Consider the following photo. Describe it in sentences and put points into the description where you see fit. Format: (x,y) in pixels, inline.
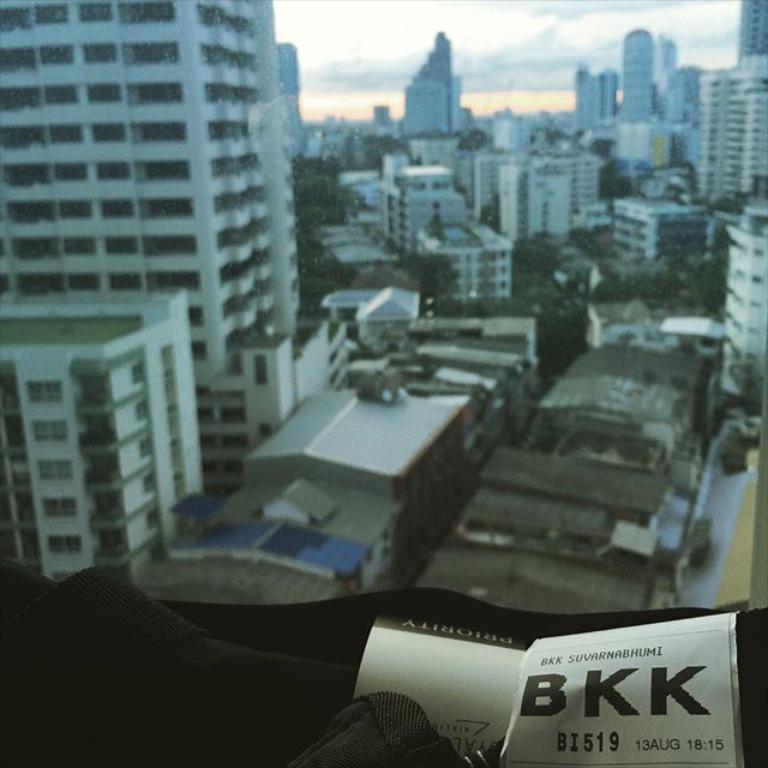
In this image we can see buildings (174,243), trees (479,308) and there is a sky (456,61) at the top of this image (465,77). We can see a black color object (306,701) at the bottom of this image (325,702).
